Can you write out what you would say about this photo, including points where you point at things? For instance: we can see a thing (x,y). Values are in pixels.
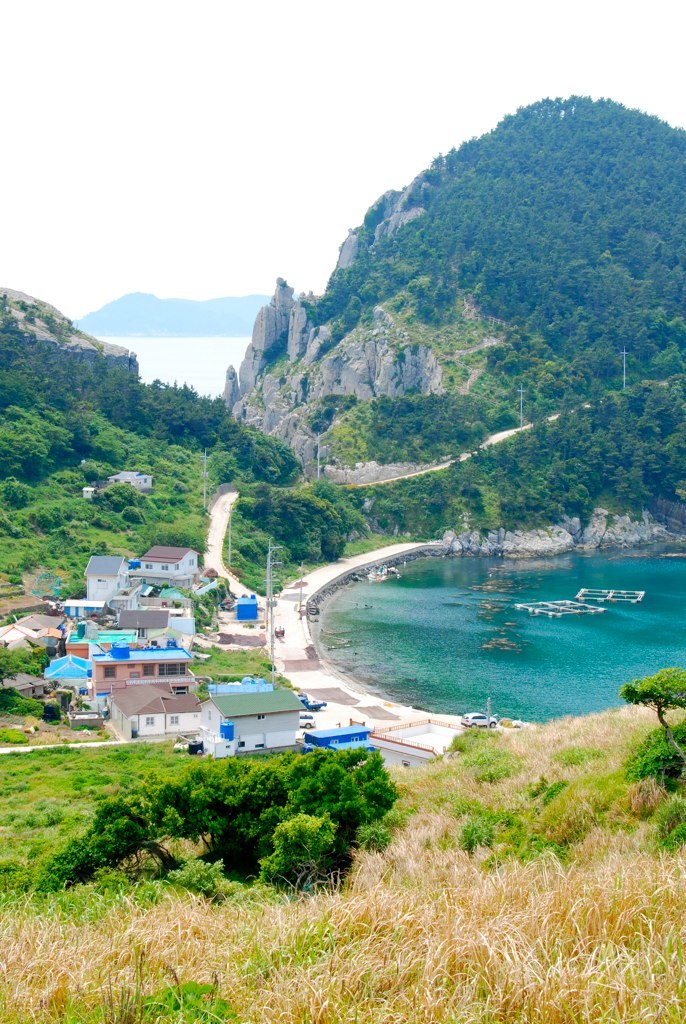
In this picture we can see trees (620,348), buildings (69,660) with windows (147,719), vehicles (308,721), mountains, water (610,579) and some objects (375,576) and in the background (420,49) we can see the sky (353,188).
